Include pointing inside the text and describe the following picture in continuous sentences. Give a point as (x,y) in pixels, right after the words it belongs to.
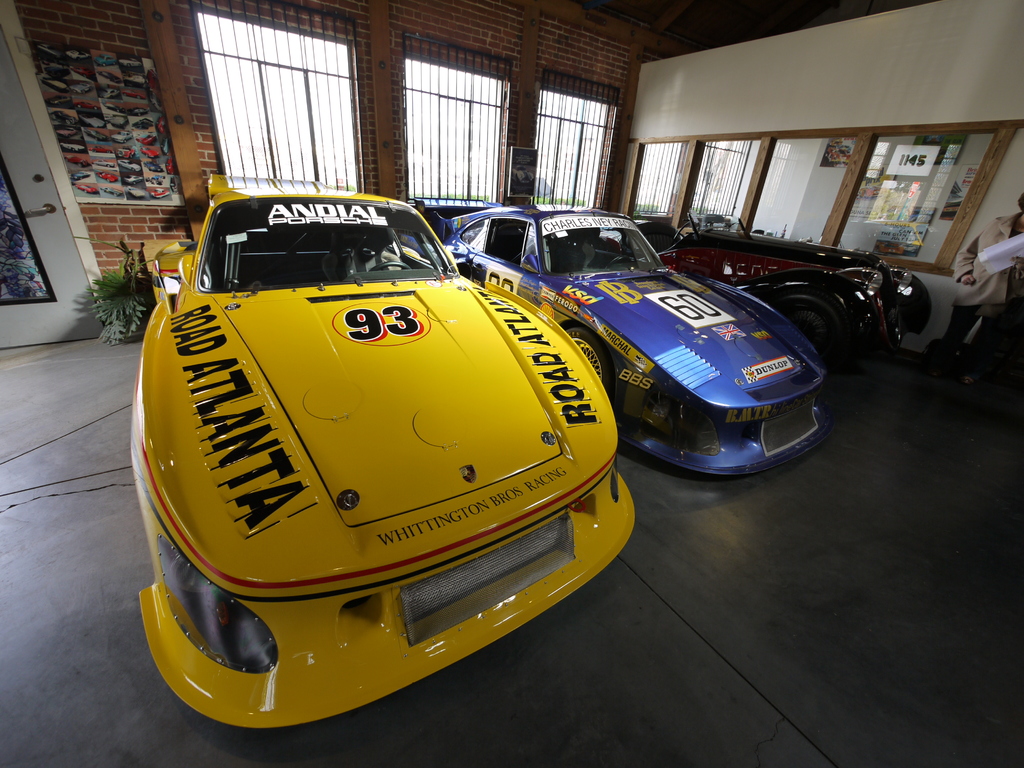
In this picture I see 3 cars (502,284) in front (615,321) and I see something written on these 2 cars (356,367) and I see a person (1013,217) on the right side of this image (1003,234). In the background (141,216) I see the wall (381,168) and I see 3 windows (338,125) and on the left side of this image (118,309) I see a plant (120,301).
